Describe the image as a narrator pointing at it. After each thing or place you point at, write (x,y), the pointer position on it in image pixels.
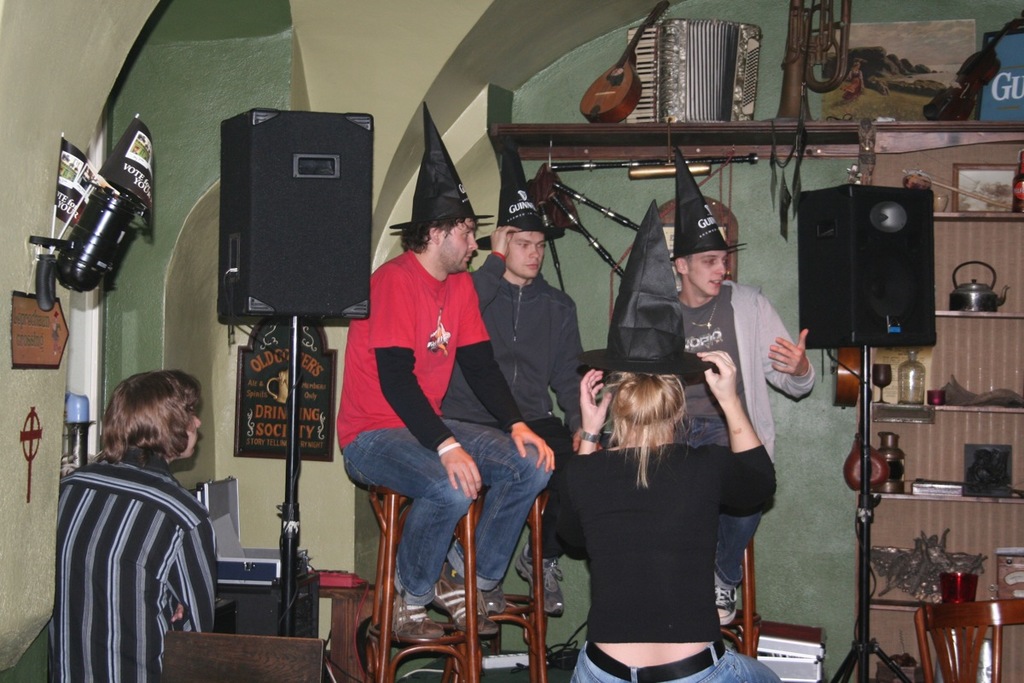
In this picture there are four persons (726,463) seated in the center of the room (490,364). On the left (160,406) there is a man (173,520). to the wall (32,255) there are flags (151,184). On the left (268,261) there is a speaker (273,321). In the background of the left there is a poster (305,395). On the right (961,322) there is a closet (971,346) and many objects (931,544) in the closet (906,513). On the left (232,563) there is a suitcase (268,577). On the right (894,221) there is a speaker (848,308) and a stand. On the desk (955,131) there are few musical instrument (733,74). People (482,599) are seated in chairs (390,628).
